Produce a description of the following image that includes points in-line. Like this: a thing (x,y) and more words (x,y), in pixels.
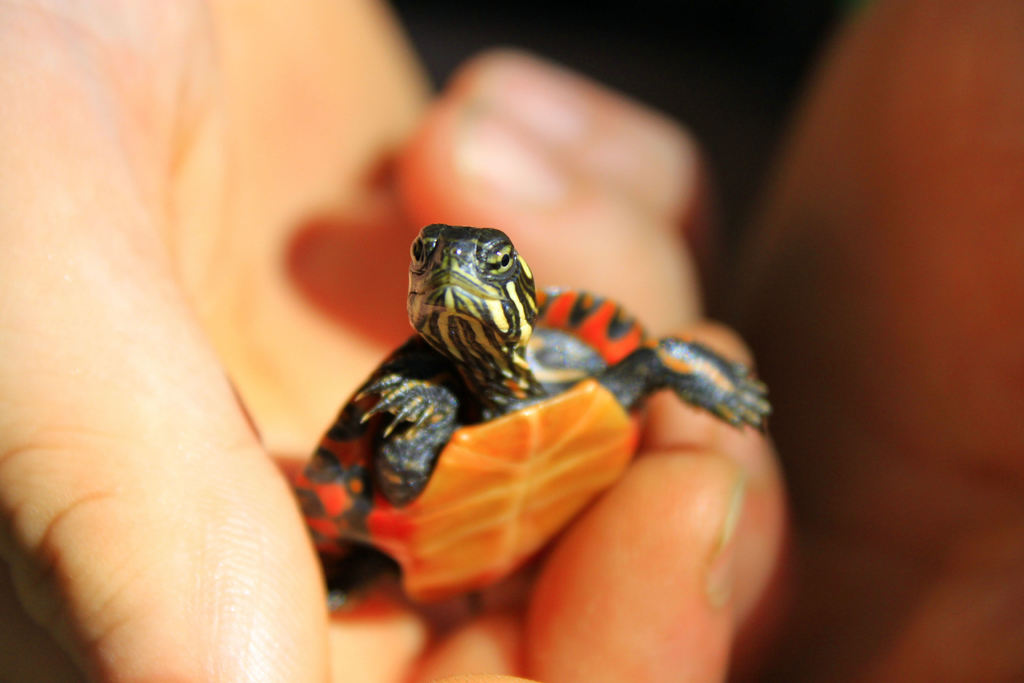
In this picture we can see hands (385,674) of a person (633,652) holding a reptile (519,492). And there is a blur background (923,624).
